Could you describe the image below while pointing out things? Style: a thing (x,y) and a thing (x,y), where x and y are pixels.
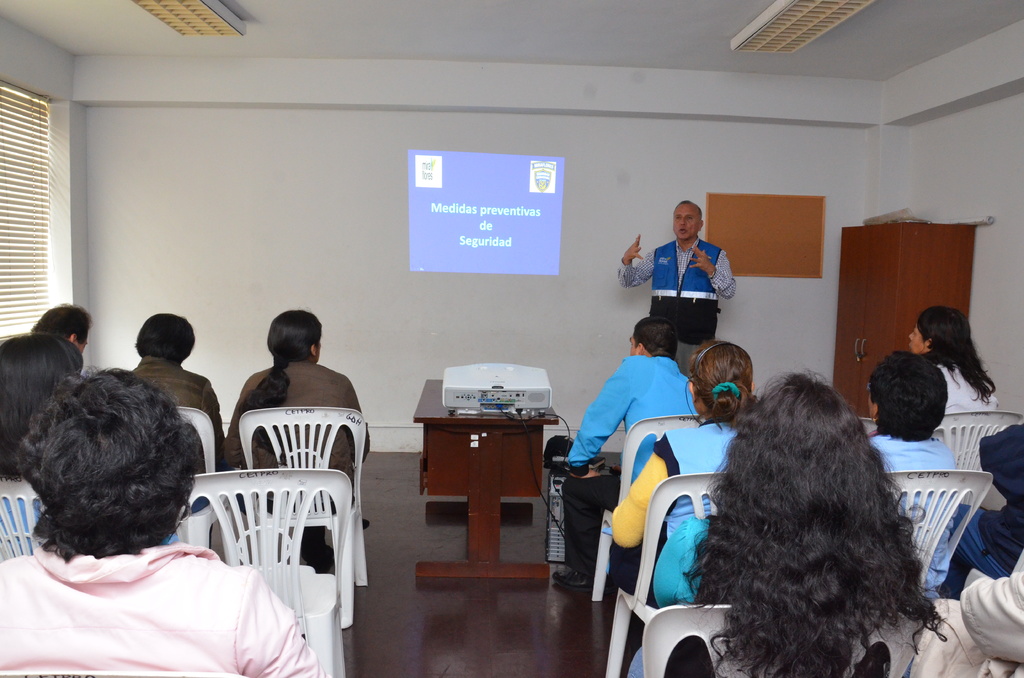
As we can see in the image there is a wall (321,194), screen (513,191), few people (984,623) sitting on chairs (634,598) and there is a table (487,468) over here. On table (467,443) there is a projector (478,374).
